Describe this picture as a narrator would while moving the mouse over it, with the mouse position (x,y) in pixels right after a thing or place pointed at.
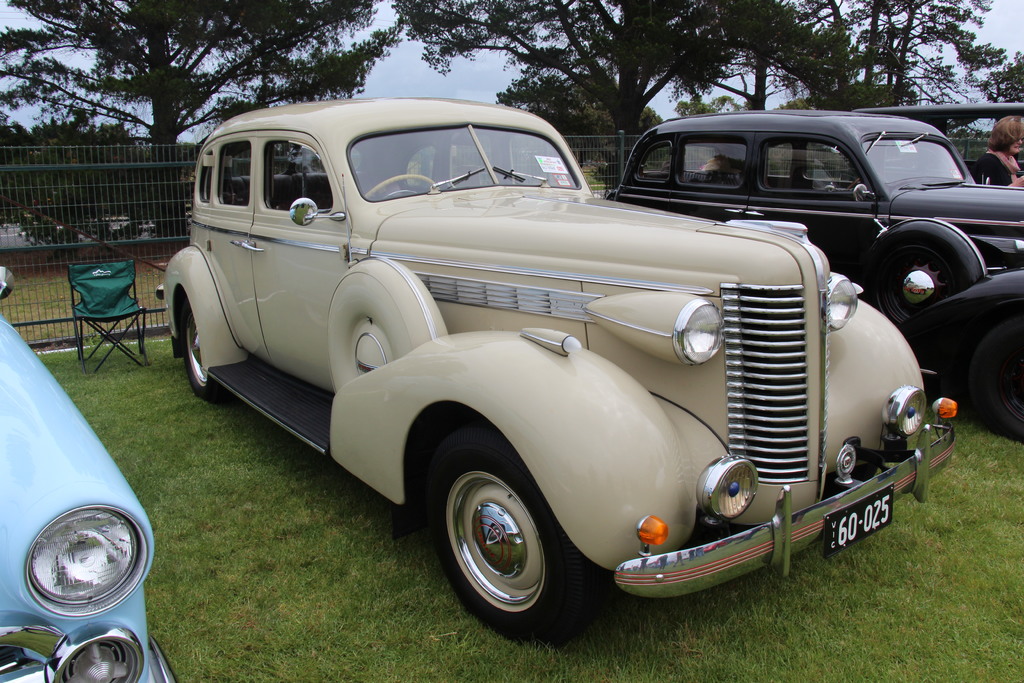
At the bottom of the image (245,546) I can see the grass (229,575). In the middle of the image (609,310) I can see vehicles (441,112) and the chair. In the background (84,189), I can see grills (169,209) and a group of trees (151,87). There is a sky (498,78) on the top of this image (422,83).
